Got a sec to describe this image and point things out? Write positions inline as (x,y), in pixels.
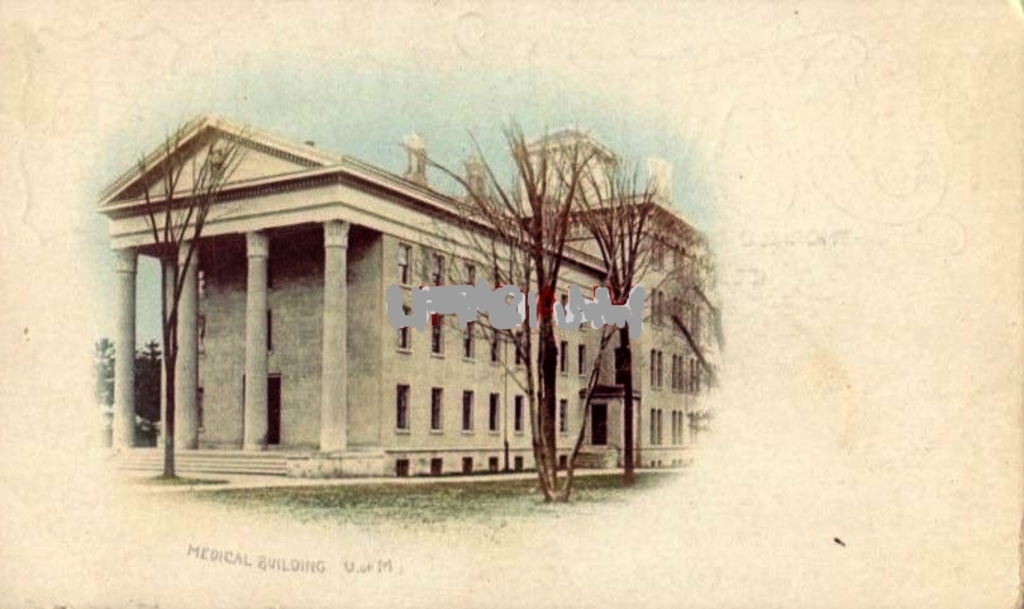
In this picture I can observe a building (241,406). There are some dried trees (174,341) in this picture. I can observe some text (368,572) on the bottom of the picture (273,561). In the background (369,126) there is a sky (420,129).
